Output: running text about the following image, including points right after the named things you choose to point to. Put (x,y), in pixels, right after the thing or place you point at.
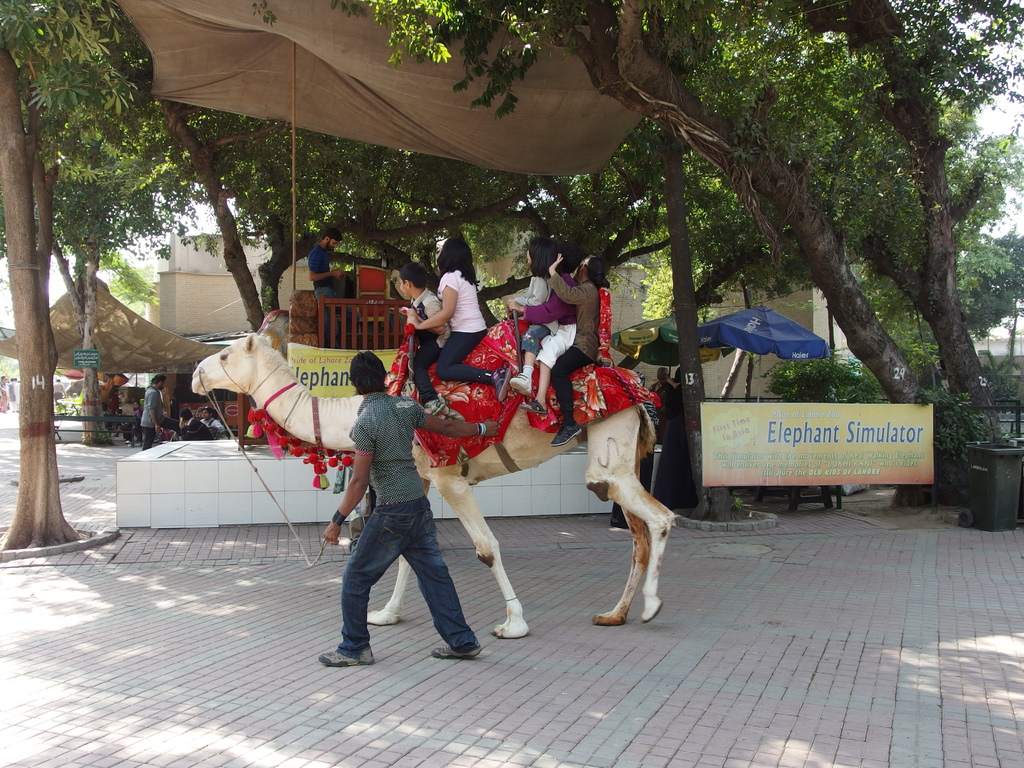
This image is clicked on the road (217,608). In the center (355,419) there is a camel (339,416) walking on the road (408,608). Beside it there is a man (434,535). There are five kids (418,363) sitting on the camel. Behind them there are stalls (237,425). There are people (207,417) near the stalls (170,394). In the background (811,203) there are trees (598,176), buildings (182,252) and tents (348,72). To the right (794,440) there is a board (831,431) with text (776,421). Behind the board (809,426) there are table umbrellas (761,330).
